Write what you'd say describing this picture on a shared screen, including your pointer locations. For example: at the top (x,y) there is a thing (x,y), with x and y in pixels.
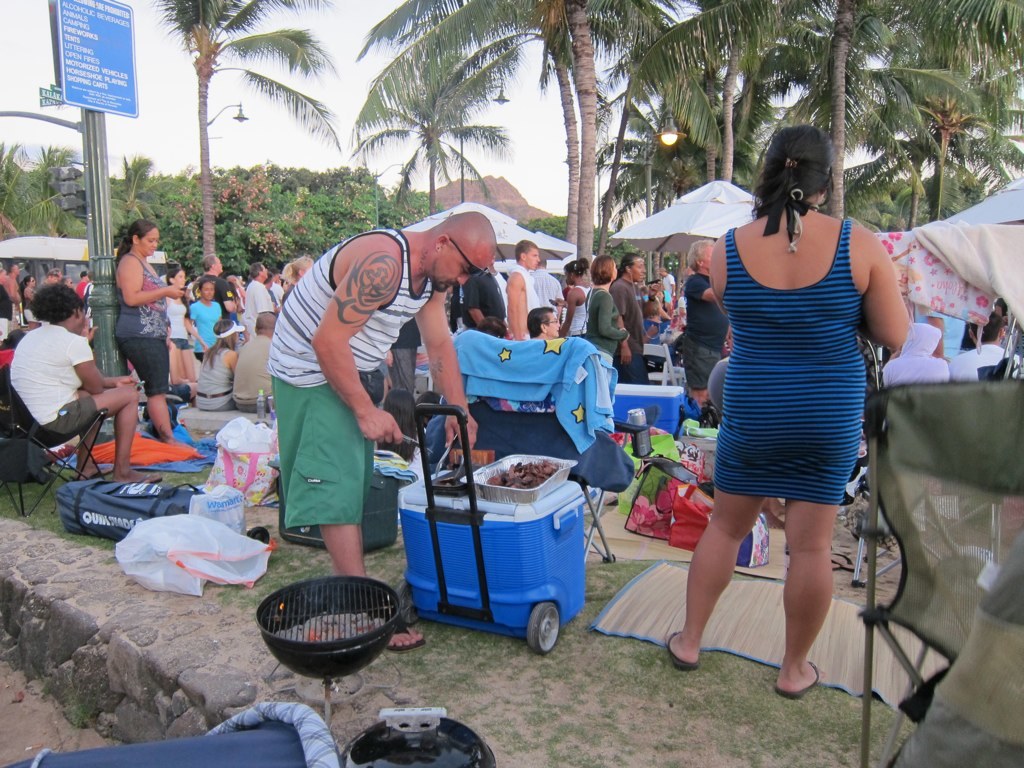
This image consists of many people (734,520). At the bottom (632,699), there is ground (603,648). And we can see many things (450,479) kept on the ground (371,569). On the right (802,383), the woman (729,400) is wearing blue dress (811,365). In the background (641,105), there are trees (477,46). At the top (1,41), there is sky (309,153). On the left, there is a board (66,97).
